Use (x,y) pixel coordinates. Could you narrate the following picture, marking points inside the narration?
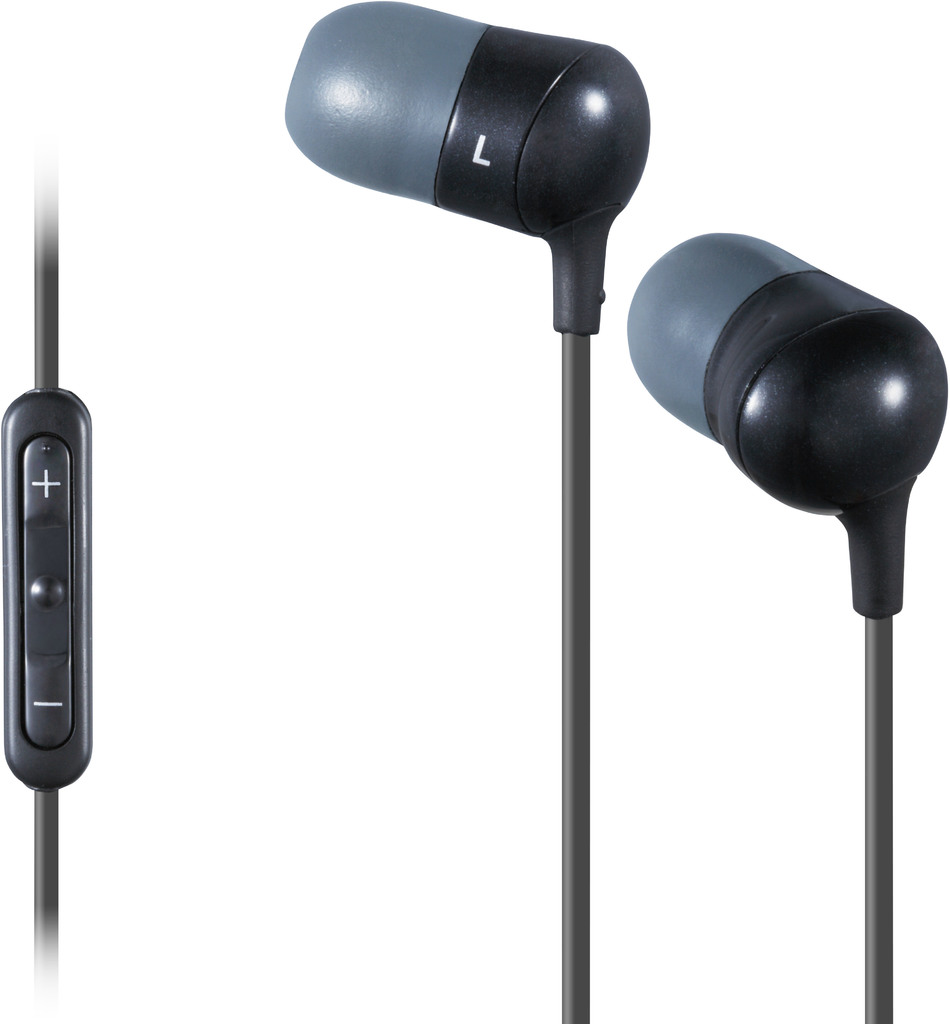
In this picture, on the left side of the image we can see a volume controller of an earphone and on the right side of the image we can see ear buds (565,126) and the background (467,442) is white.
